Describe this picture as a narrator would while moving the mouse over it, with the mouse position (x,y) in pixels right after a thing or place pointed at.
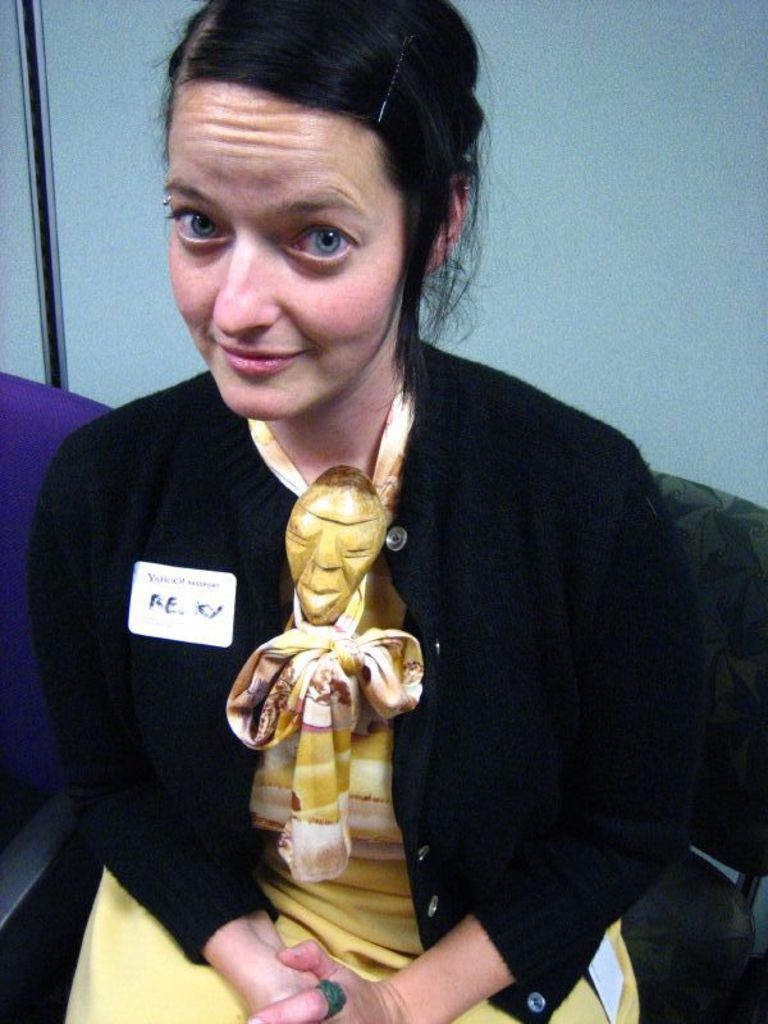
This is the woman (509,879) sitting on the chair (706,863). She wore a black jacket (516,792) and yellow dress (315,907). This looks like a badge (166,622), which is attached to the cloth (161,560). This is the wall (648,88).
